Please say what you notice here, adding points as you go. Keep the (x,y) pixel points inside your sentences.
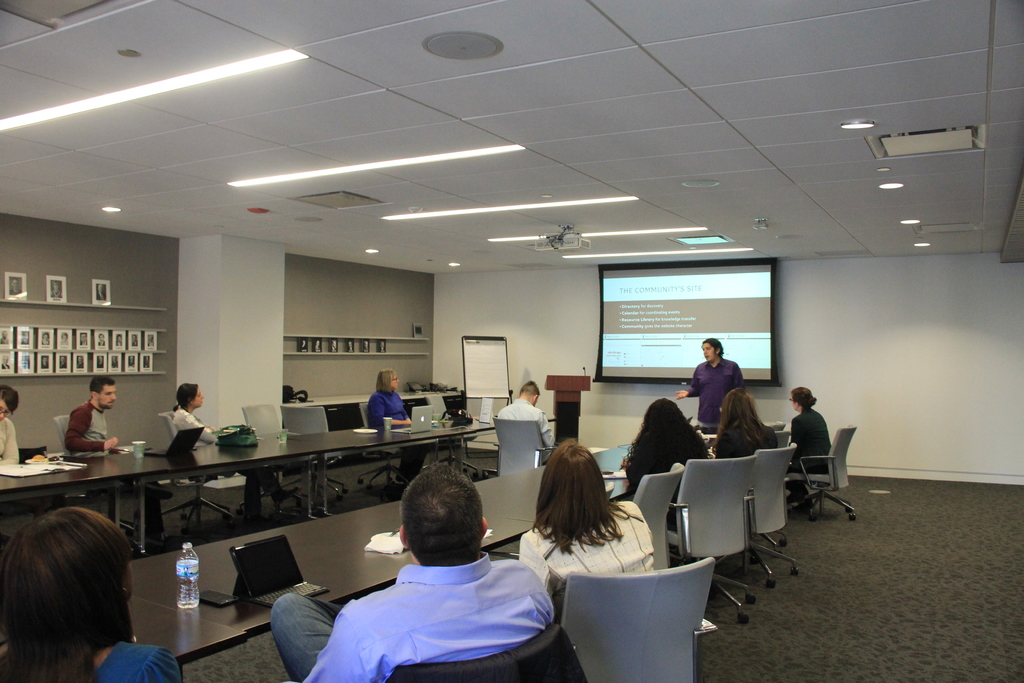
In this image there are few people (622,527) sitting on the chairs (831,478) and in front of them there is a table (349,538) and on top of the table (336,560) there are water bottles (179,604), laptops (179,446), cups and few other objects (131,451). At the back side (147,280) there is a wall (143,266) and a rack (73,352) is attached to it. There are photo frames (116,338) on the rack (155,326). At the center (656,376) there is a screen (672,303) and in front of the screen (678,349) there is a person (702,370) standing on the floor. Beside the person (699,385) there is a dais (566,390) and on top of it there is a mike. Beside the dais (585,384) there is a board (496,376). On top of the roof (425,136) there are false ceiling lights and a projector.
